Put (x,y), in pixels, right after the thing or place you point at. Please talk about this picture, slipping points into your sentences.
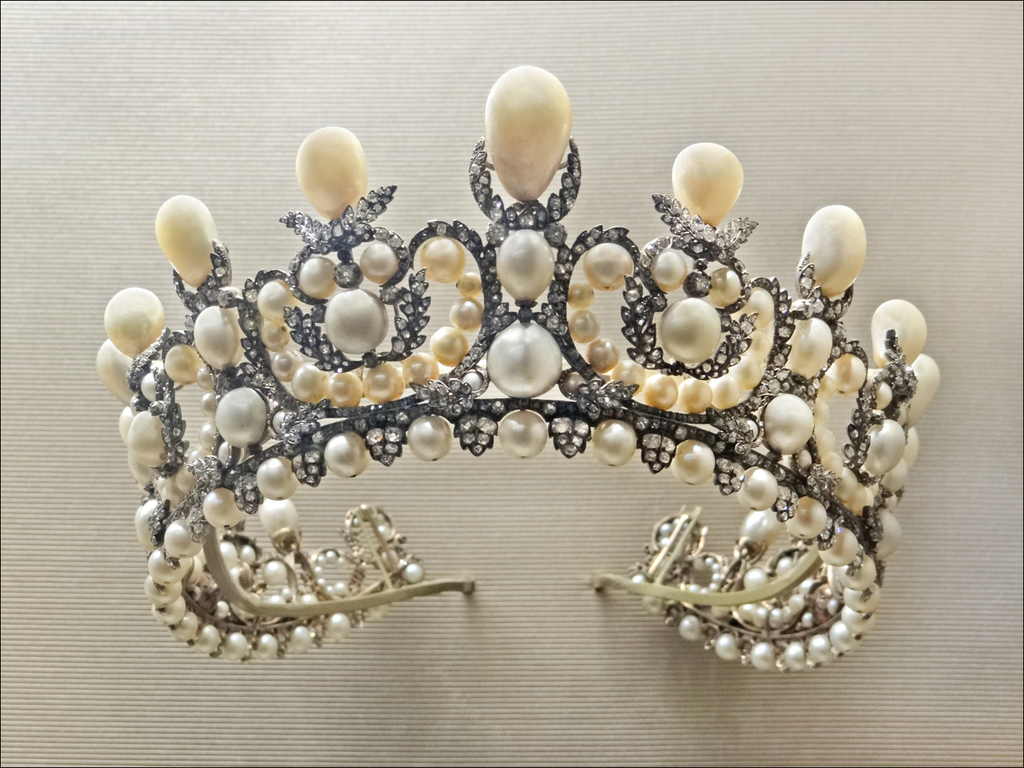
In this image, we can see a crown (750,533) which is made with pearls (515,431) and stones (585,441). This crown (606,418) is placed on a white surface (533,545).
